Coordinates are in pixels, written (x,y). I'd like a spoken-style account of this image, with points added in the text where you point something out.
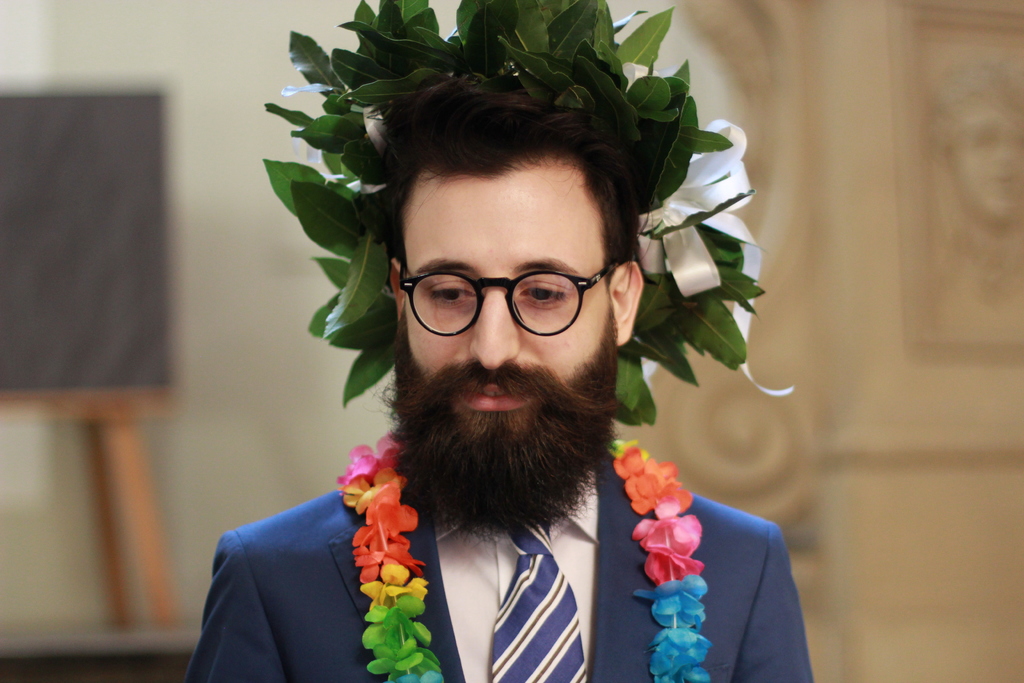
This is a zoomed in picture. In the center (571,428) we can see a man (576,220) wearing a suit (623,573), garland (664,543) and we can see the leaves (650,196). In the background (859,136) we can see the wall (850,129), board (83,265) attached to the wooden stand (137,465) and we can see an object (951,150) seems to be the sculpture (997,173) of some object (1011,106) and we can see the wall (252,298).
